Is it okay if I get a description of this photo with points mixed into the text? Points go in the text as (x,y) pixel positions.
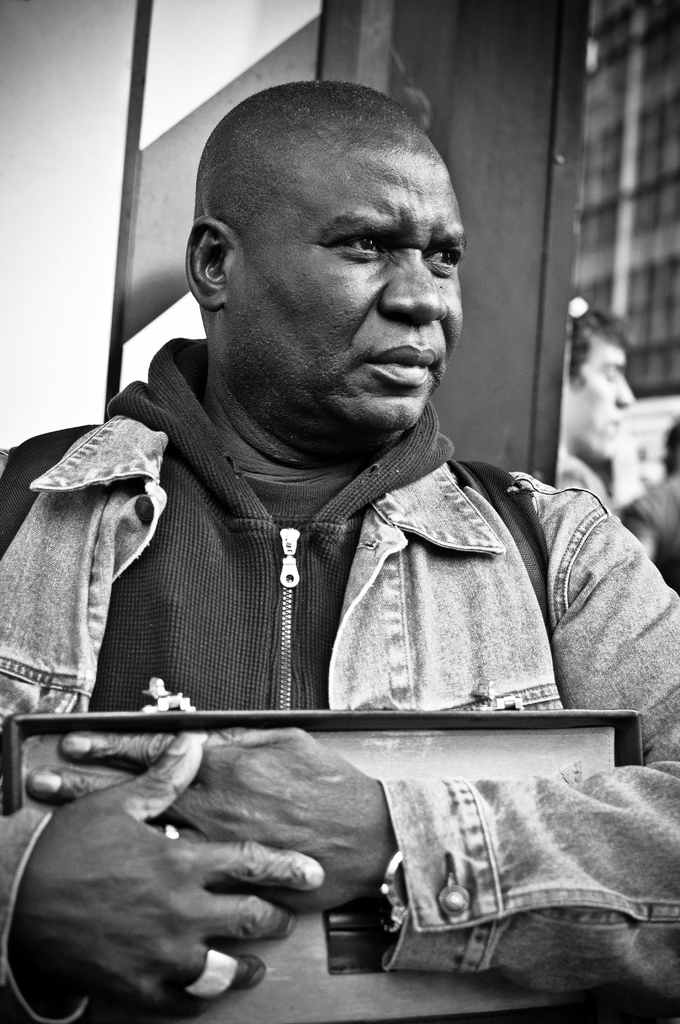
This is a black and white image. In the middle of this image (329,505), there is a person (276,357) in a jacket (441,555), holding a device (342,743) with both hands (74,946) and watching something. In the background (579,292), there is a person (582,485), there is a building (662,249) and there is an object (253,20).
